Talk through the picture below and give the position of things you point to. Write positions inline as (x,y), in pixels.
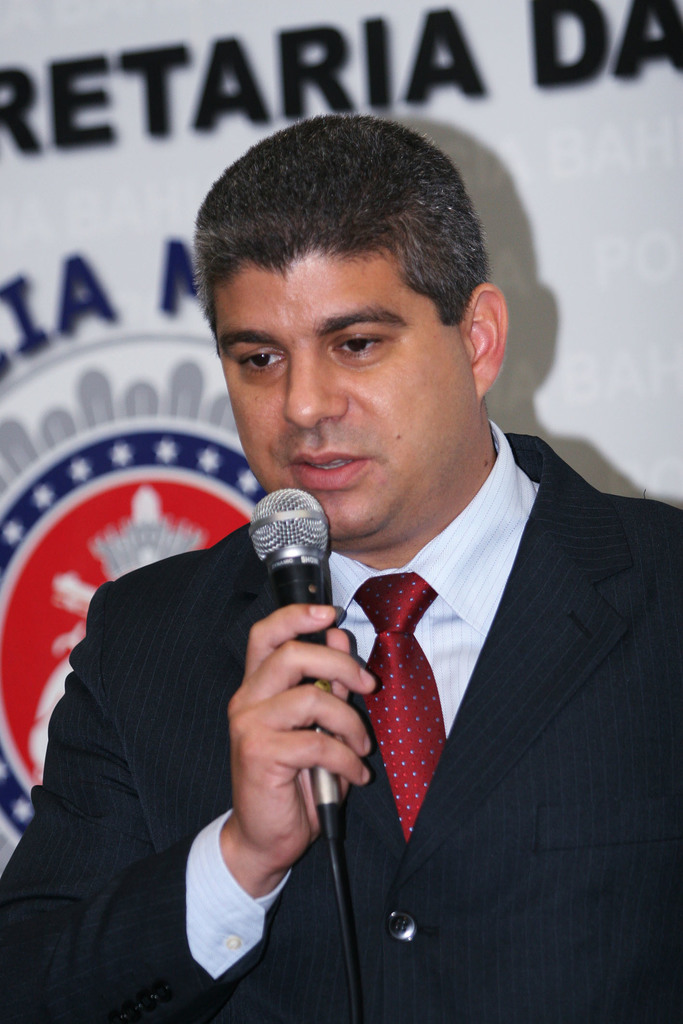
In this image In the middle (334,525) there is a man (339,744) he wears suit (469,698), shirt (430,624) and tie (416,709) he is holding a mic (311,568).
